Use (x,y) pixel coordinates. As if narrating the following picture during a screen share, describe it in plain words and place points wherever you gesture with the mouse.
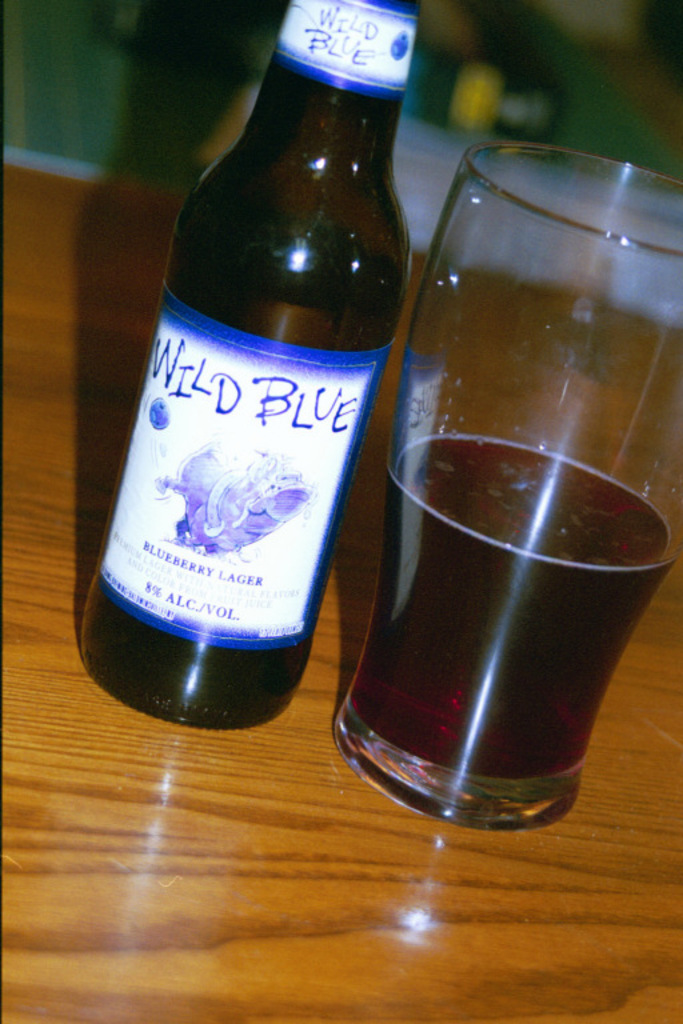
On this wooden surface (679,727) we can see bottle (308,472) and glass (400,599). In this glass (400,599) there is a liquid (478,566). Background (491,22) it is blur.
